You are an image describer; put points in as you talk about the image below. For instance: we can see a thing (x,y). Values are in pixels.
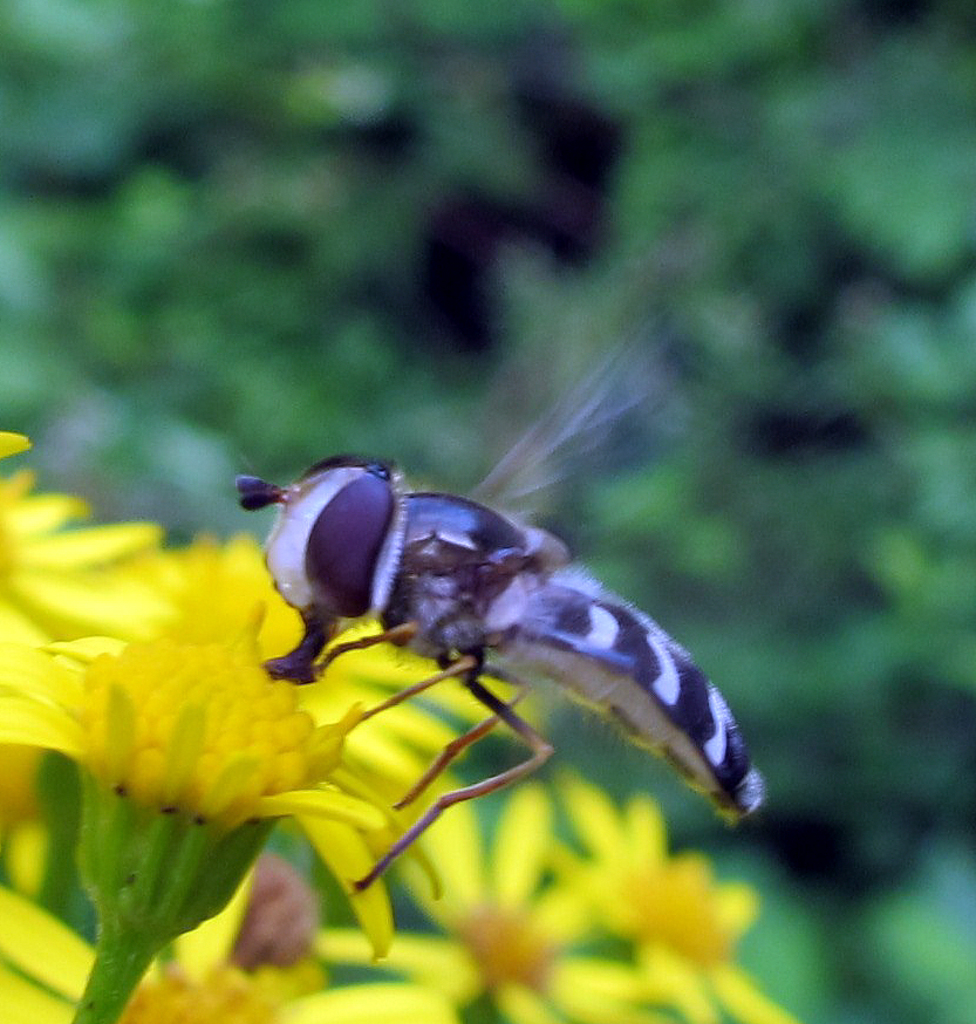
In this image we can see an insect (319,577) and flowers (574,864). In the background of the image (283,11) there is blur background (308,247).
